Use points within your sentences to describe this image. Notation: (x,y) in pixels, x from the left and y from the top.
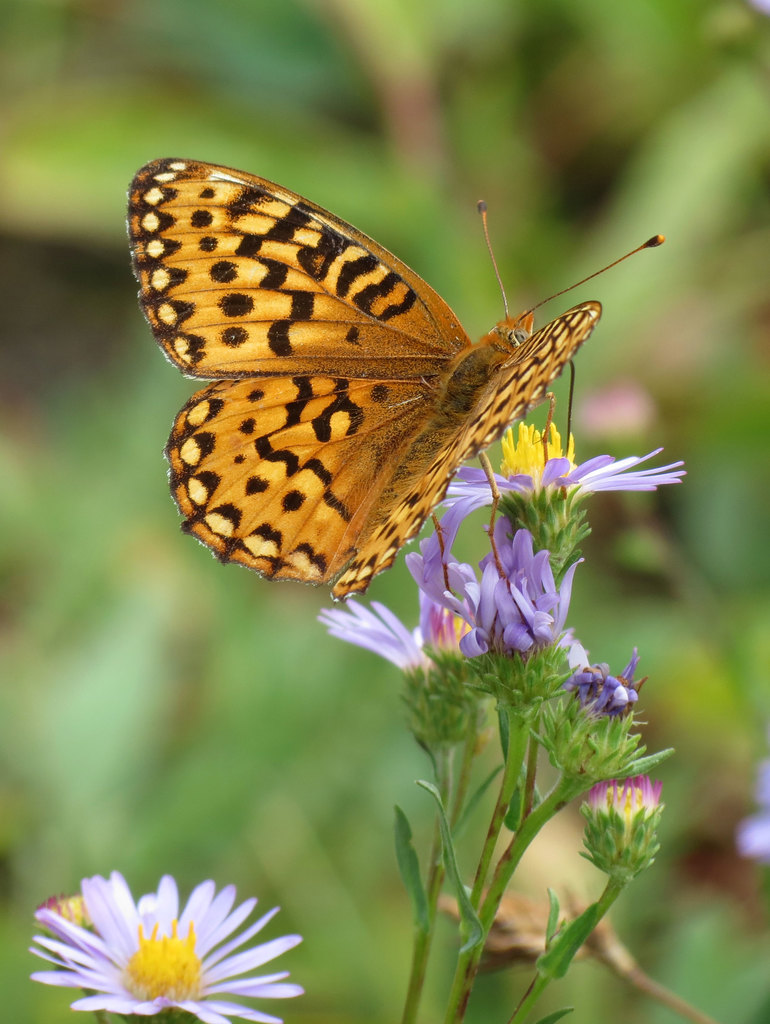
In this picture there is a butterfly (298,332) standing on the plant (547,707) and there are purple and pink color flowers (523,655) on the plants (510,655). At the back (432,266) the image is blurry.
